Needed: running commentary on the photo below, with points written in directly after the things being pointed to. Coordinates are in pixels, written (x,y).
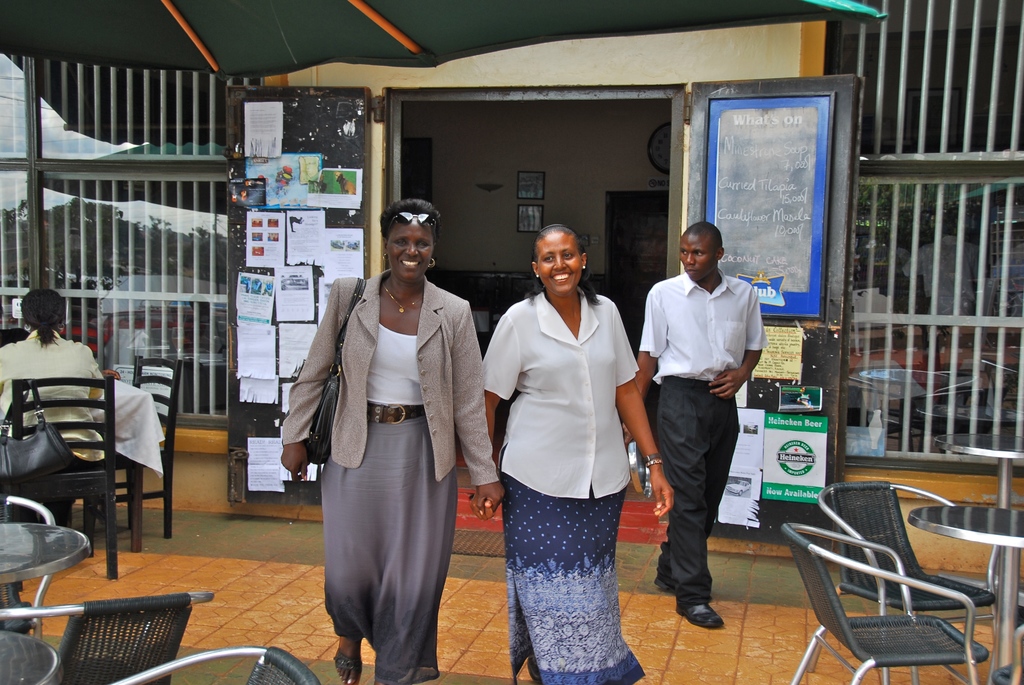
In this picture there are two women (521,426) holding their hands (491,499), walking and smiling. In the background (758,239) there is a man (714,280) walking, also a board (761,180), there are some papers (773,370) pasted to the door (280,373). In the left (21,355) there is a woman (41,332) sitting on the chair (96,429).
